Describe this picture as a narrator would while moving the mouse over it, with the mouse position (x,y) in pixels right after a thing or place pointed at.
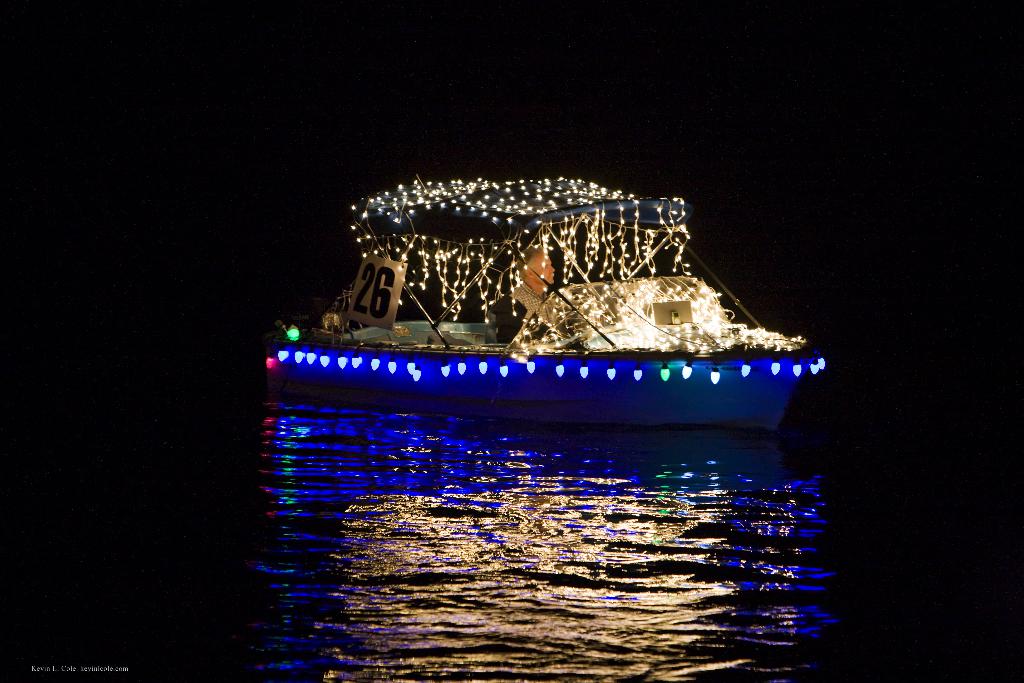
In the middle (622,308) it is a boat (545,339) decorated with lights (517,342). This is water (561,579).
